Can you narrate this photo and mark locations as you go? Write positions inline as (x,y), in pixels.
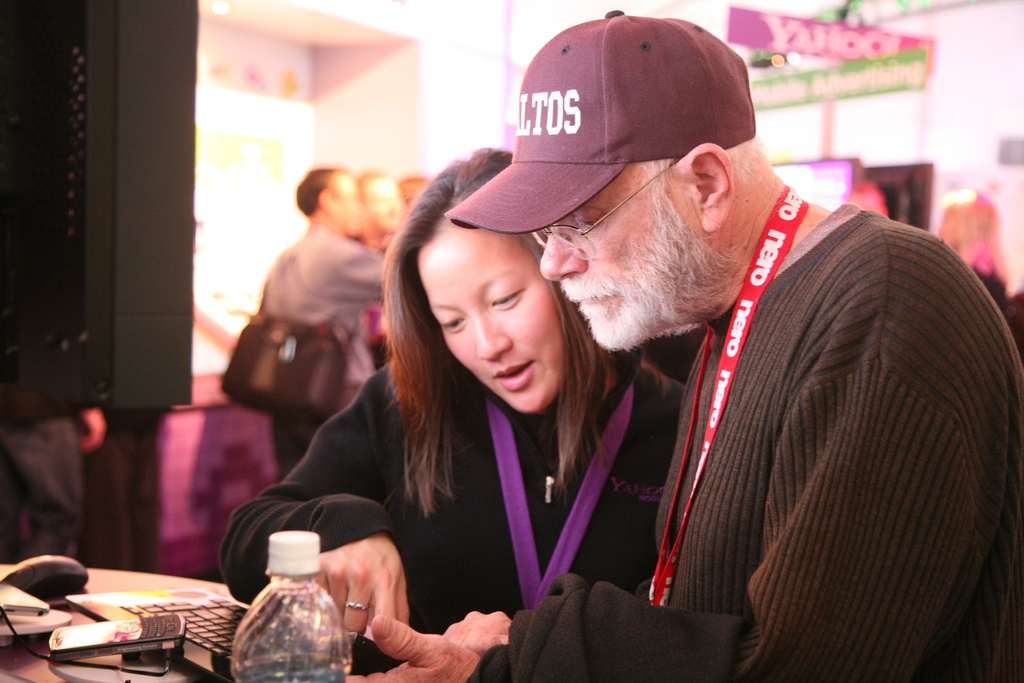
This picture is clicked inside the room (418,432). On the right (760,394) we can see the two persons (697,422) wearing a sweater (676,516) and a jacket (653,537) and seems to be standing. On the left (120,634) we can see a water bottle (306,639), mobile phone (149,637) and some other objects (121,595) are placed on the top of the table (146,572). In the background (60,411) we can see the group of persons (317,244), text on the banners (811,54) and we can see the ceiling light (223,13) and many other objects (184,7) and we can see the wall (468,90) and a sling bag (238,367).
